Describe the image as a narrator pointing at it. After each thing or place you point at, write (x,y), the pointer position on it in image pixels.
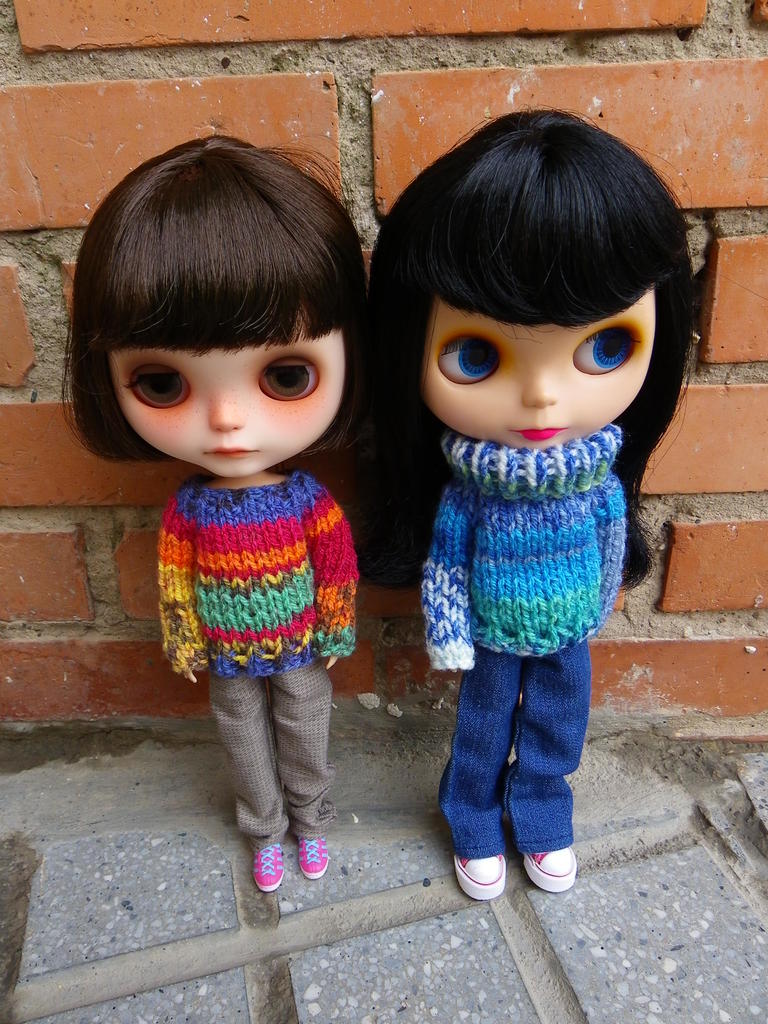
In this image I can see there are two dolls (383,563), at the back side (34,673) there is the brick wall (757,218).
